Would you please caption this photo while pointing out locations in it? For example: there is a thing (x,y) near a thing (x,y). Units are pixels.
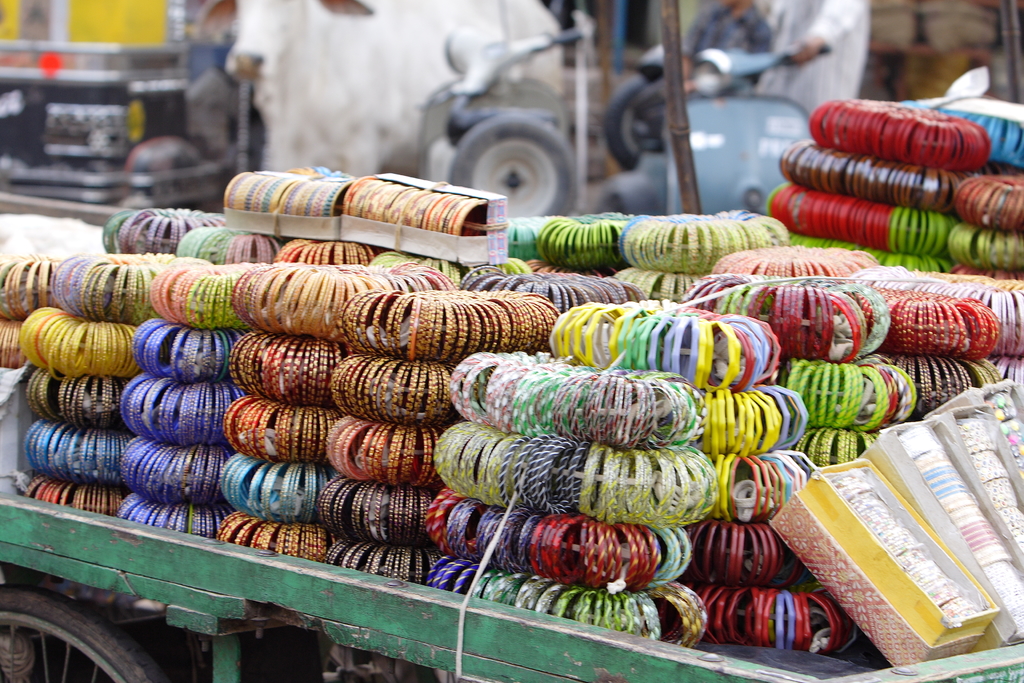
In this picture we can see many bangles (193,480) on a vehicle (633,682). There are few vehicles (46,42) and people (851,32) in the background (763,60). There are some bags (942,14) on the right side (884,21).
